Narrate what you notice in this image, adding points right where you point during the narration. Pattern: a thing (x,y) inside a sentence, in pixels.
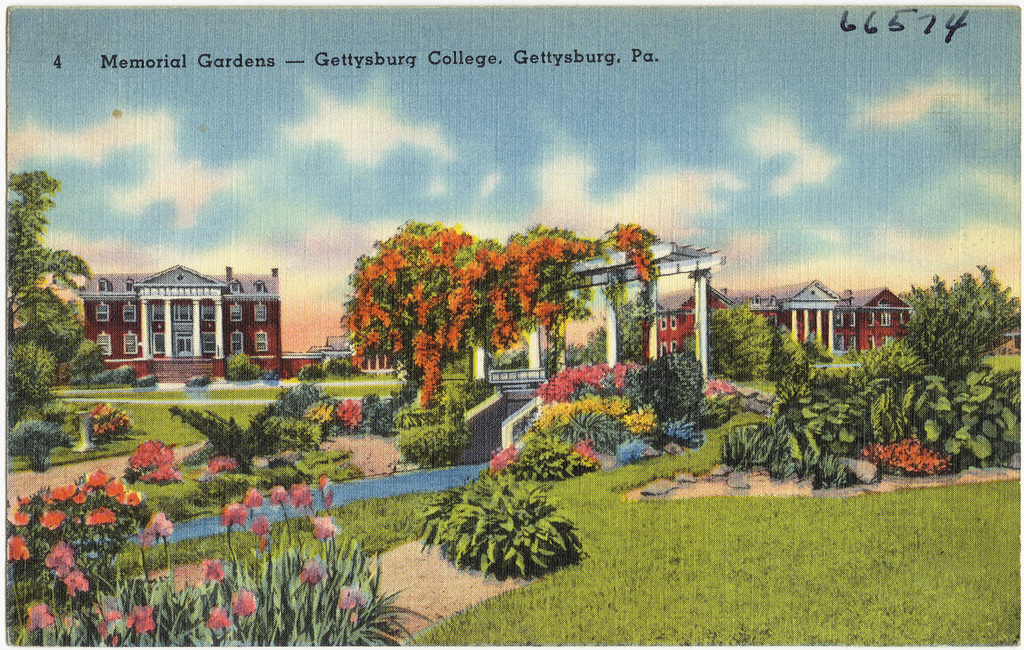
In this image we can see a picture. In the picture there are buildings (897,328), bushes (224,433), plants (296,604), shrubs (229,466), creepers (561,310), ground (623,498) and sky (390,179) with clouds (549,172).
